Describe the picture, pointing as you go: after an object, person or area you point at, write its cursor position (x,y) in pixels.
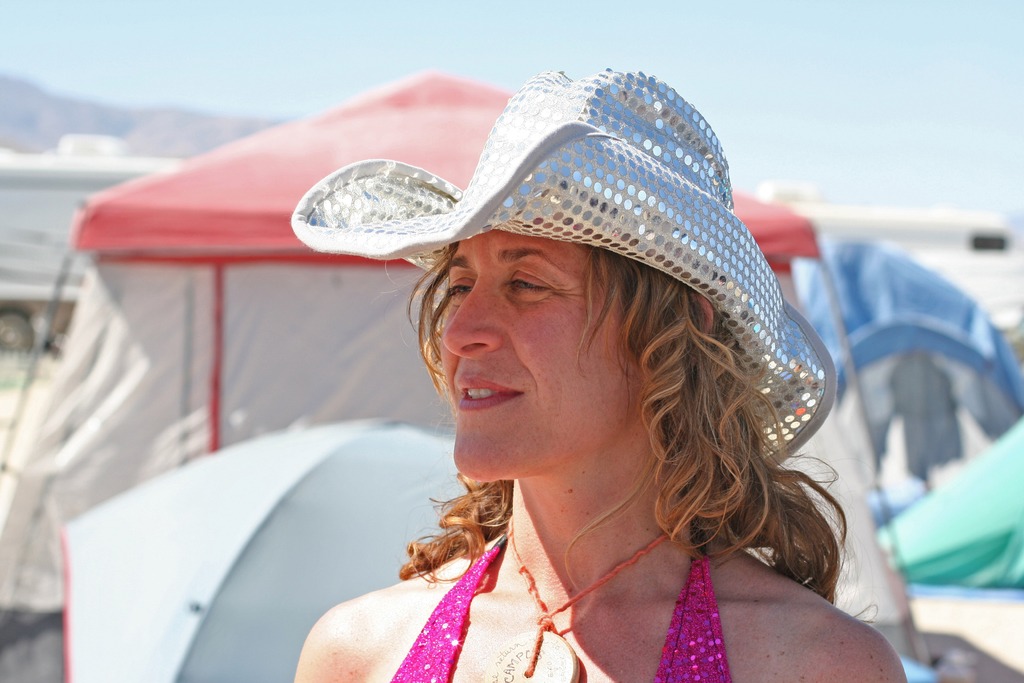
Here I can see a woman (511,432) wearing pink color dress (441,636), cap (560,179) on the head (497,270) and looking at the left side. In the background (218,409), I can see few tents (219,358). The background (61,149) is blurred. At the top of the image (774,43) I can see the sky (739,41).
